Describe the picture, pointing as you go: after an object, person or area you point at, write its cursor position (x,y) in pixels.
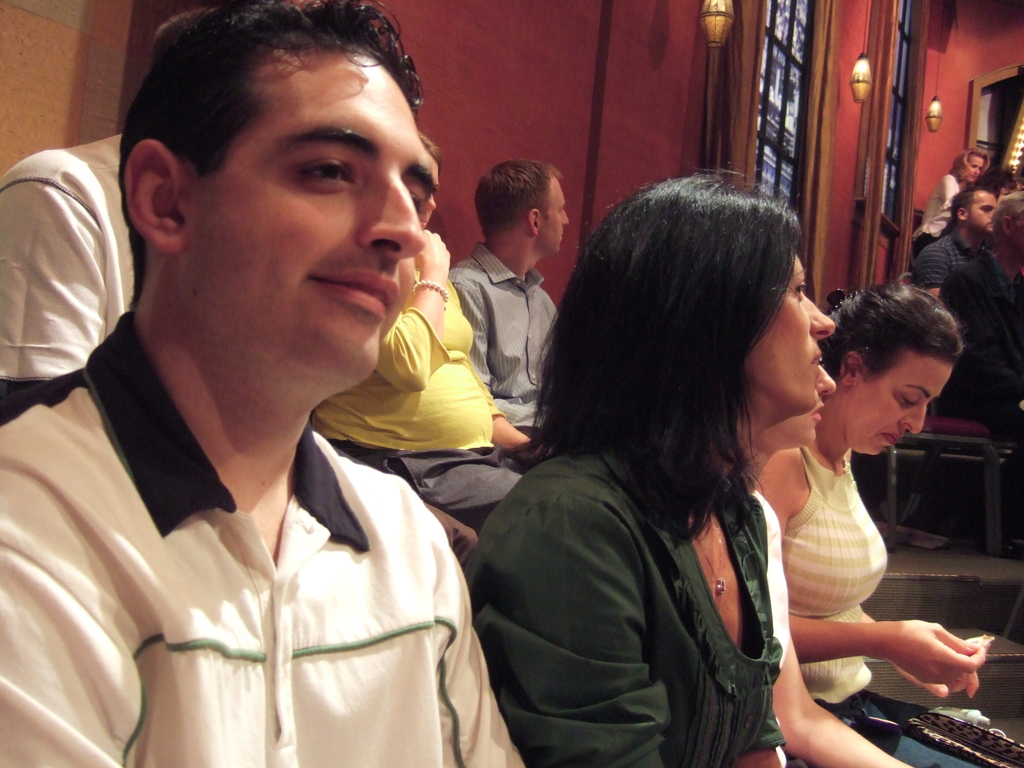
In this image there are a few people (553,331) sitting in the room (881,26), few lights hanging from the roof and windows (790,66).
